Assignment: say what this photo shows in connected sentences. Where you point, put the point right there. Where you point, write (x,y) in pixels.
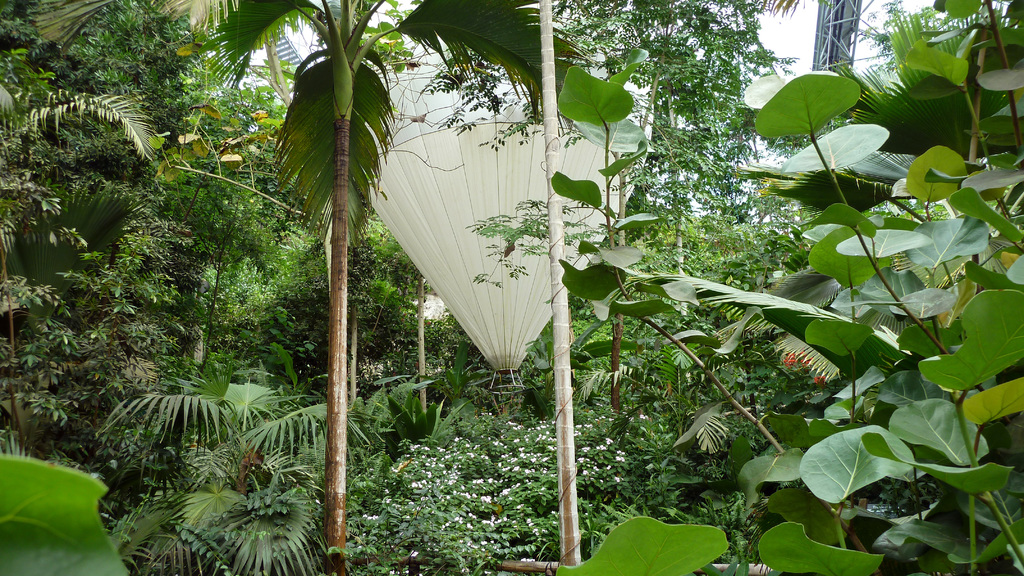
In the image there is a hot air balloon (483,183) in the middle (504,273) with plants (448,498) and trees (207,329) covered all over it.
